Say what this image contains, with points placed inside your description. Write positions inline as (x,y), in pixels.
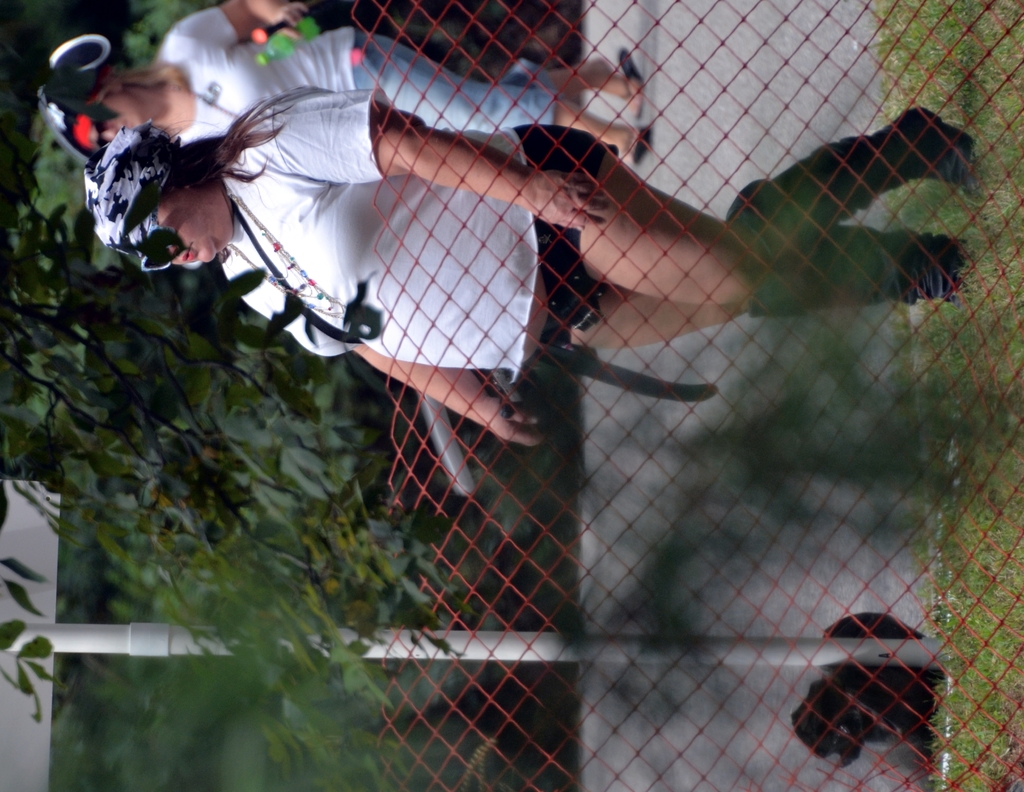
At the top of this image (224,50), there are two women (367,48) in white color T-shirts (345,159). One of them is walking on the road (831,47) and the other one is walking on the grass (905,213) on the ground (933,347). On the right side (953,414), there is a net (891,317). At the bottom of this image (540,654), there is a white color pole (527,640). In the background (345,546), there are trees (6,252) having green color leaves (91,471).
